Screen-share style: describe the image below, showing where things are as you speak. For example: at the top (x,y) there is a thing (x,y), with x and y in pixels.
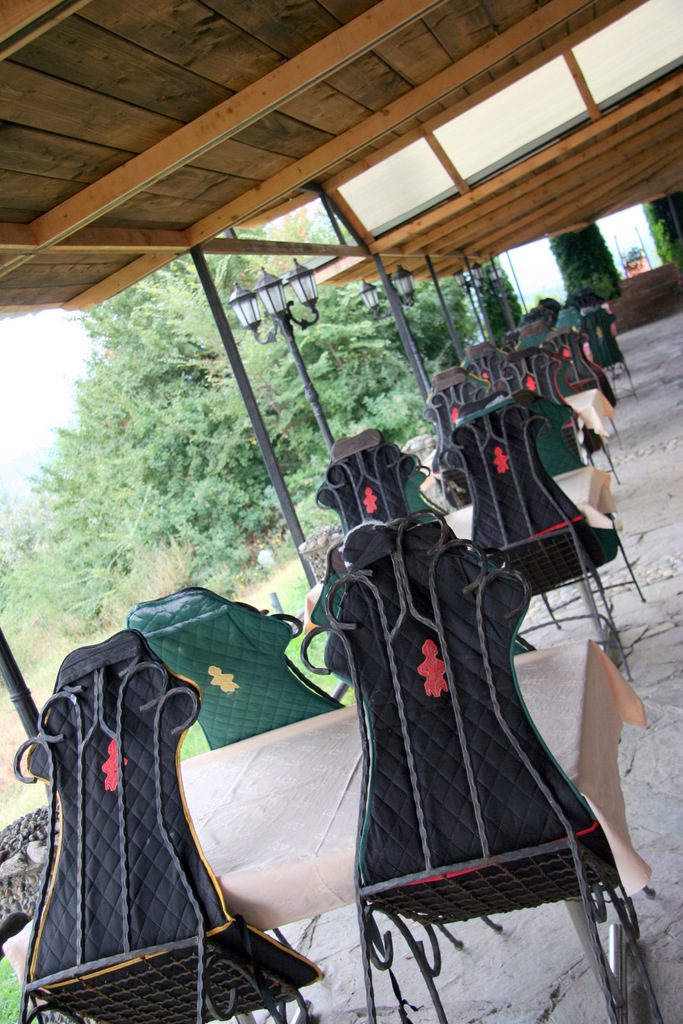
In this picture I can observe tables (308,862) and chairs (431,636). I can observe cream color clothes (274,784) on the tables (244,818). In the background (219,515) there are trees (125,380) and sky (60,366).
